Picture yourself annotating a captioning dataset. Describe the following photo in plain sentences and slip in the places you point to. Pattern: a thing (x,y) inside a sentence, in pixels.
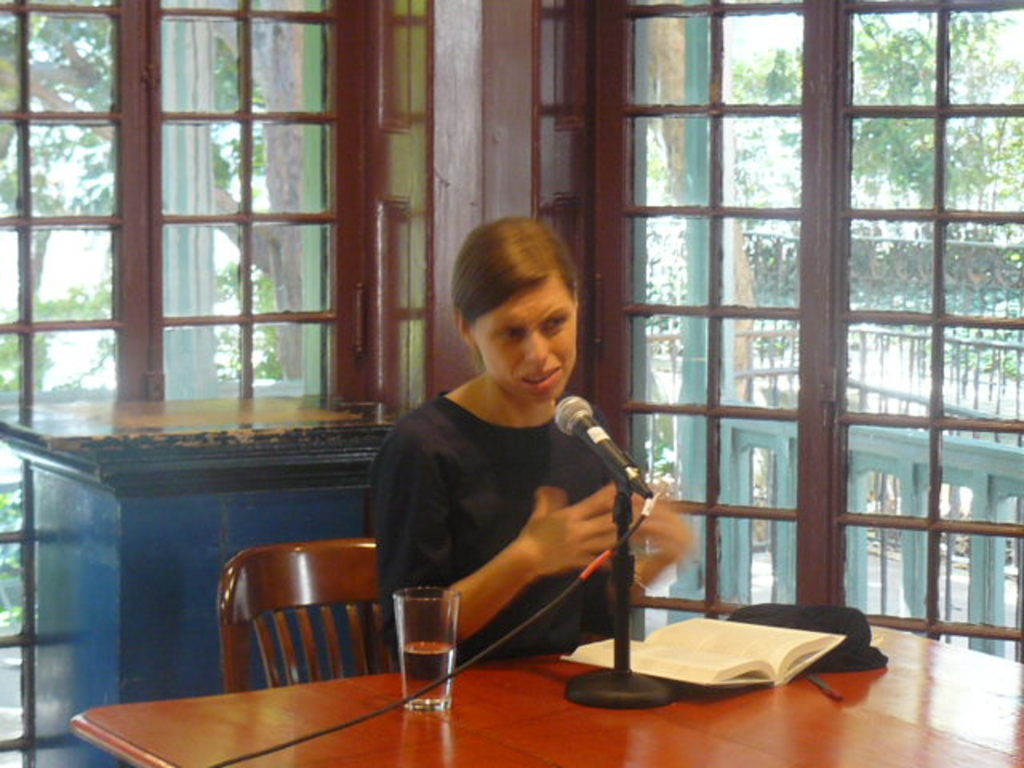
In this picture we can see a woman (451,573) sitting on a chair (267,559) and in front of her on the table (652,761) we can see a mic (577,425), book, glass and in the background (240,261) we can see windows (959,167), trees (965,185).
